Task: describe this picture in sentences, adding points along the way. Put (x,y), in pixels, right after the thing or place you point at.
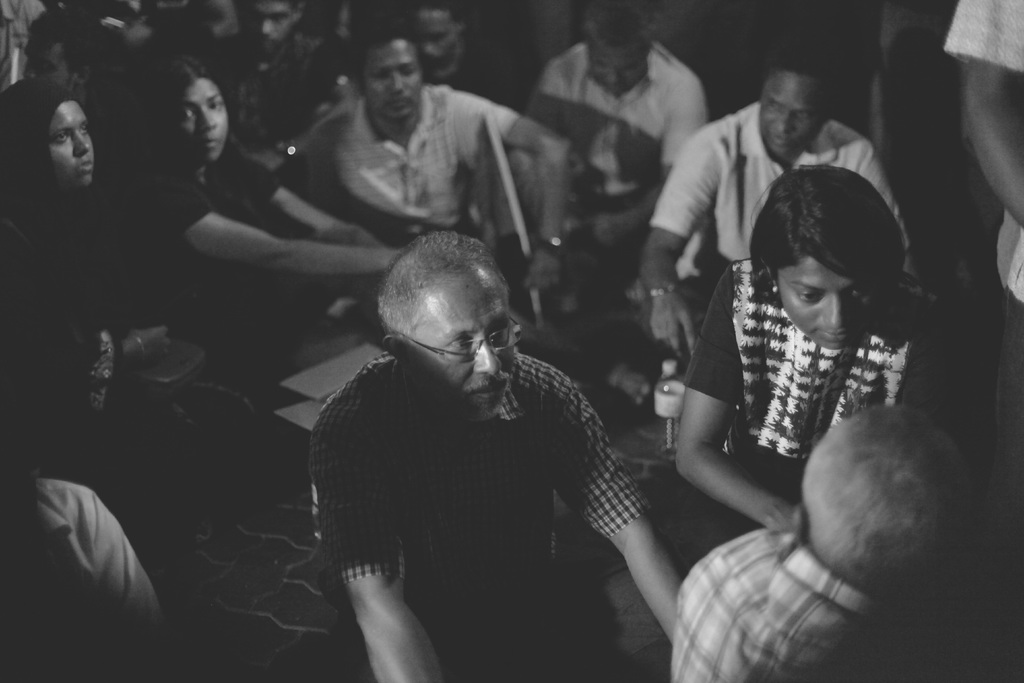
This is a black and white image. There are people (48,348) sitting on the floor (659,499) in the image.
